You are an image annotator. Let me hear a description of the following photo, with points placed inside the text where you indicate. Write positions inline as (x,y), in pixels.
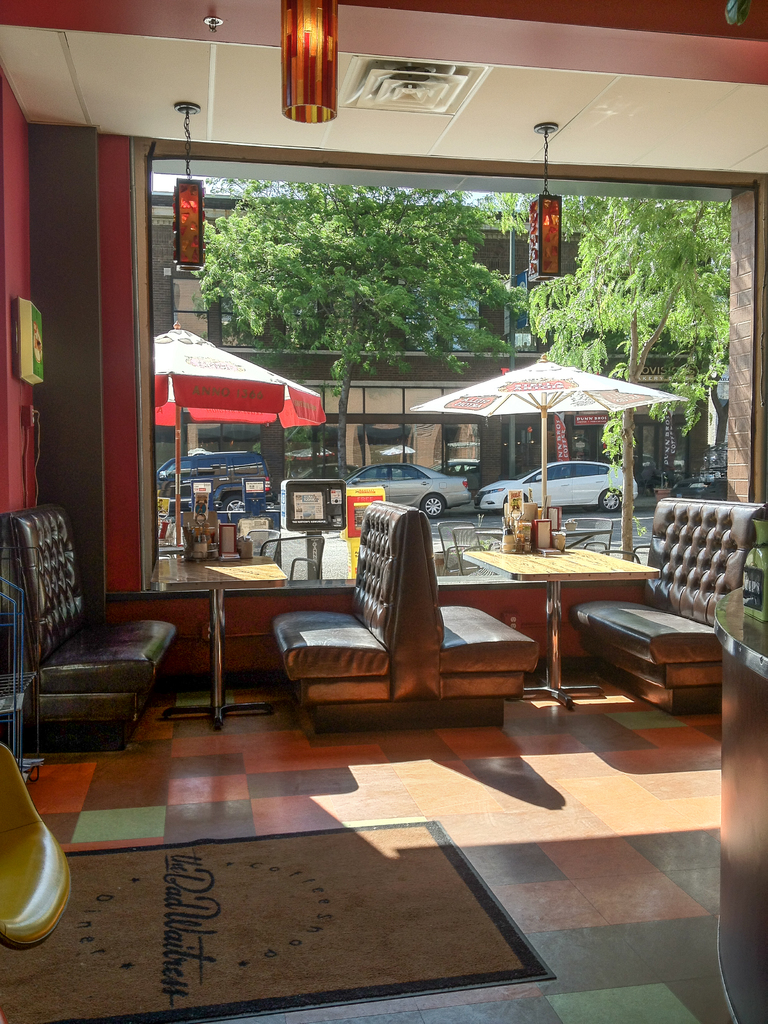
In the foreground of this image (28,879), there is a chair (24,877), mat (417,964) on the floor (604,959), a bottle (747,597) on the table (728,779). In the background (682,616), there are couches (143,652), tables (222,580) on which few objects (519,531) are placed, lights (307,88) to the ceiling (236,85), wall (30,280) on the left (9,400), a glass wall (285,354) and we can also see through the glass (367,438), there are umbrellas (220,395), tables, chairs (278,537), cars (390,500) on the road (471,508), trees (461,332) and a building (399,386).
